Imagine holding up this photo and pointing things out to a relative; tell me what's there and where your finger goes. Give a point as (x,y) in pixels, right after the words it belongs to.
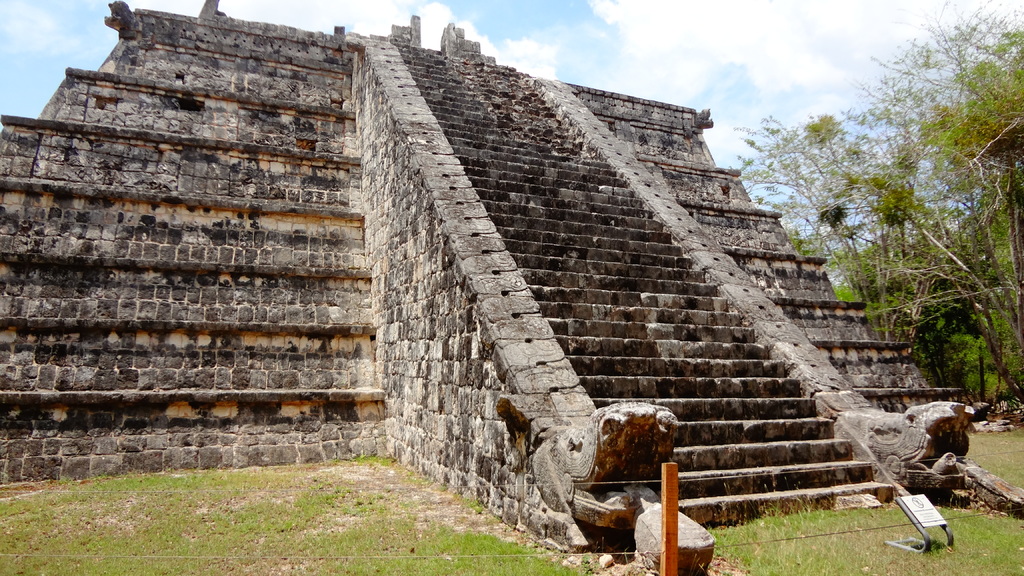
In this image there is a pyramid (588,401). In the middle (604,285) there are stairs (679,380). In the background (867,257) there are trees (846,149). The sky (634,44) is cloudy.
